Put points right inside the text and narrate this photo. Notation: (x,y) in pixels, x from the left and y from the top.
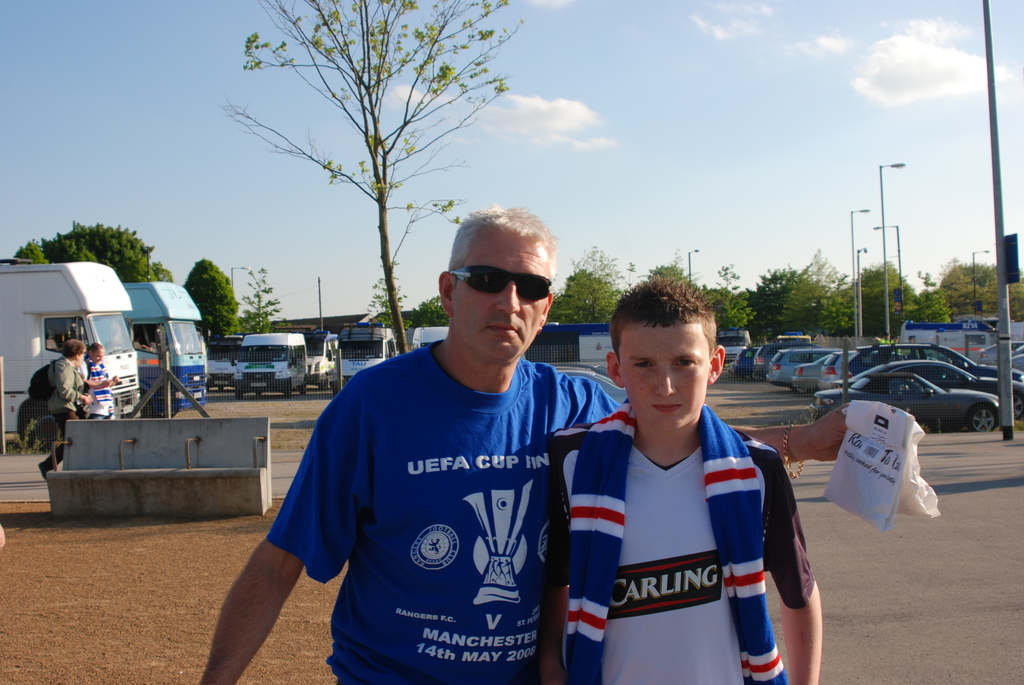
In the center of the image (545,428) we can see a man (520,486) and a boy (655,488) standing. On the left (74,402) there are people (74,383) walking. We can see vehicles (421,332) placed on the road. There are trees (1014,292) and poles (997,231). In the background (510,162) there is sky (95,113). We can see a bench (76,514).
